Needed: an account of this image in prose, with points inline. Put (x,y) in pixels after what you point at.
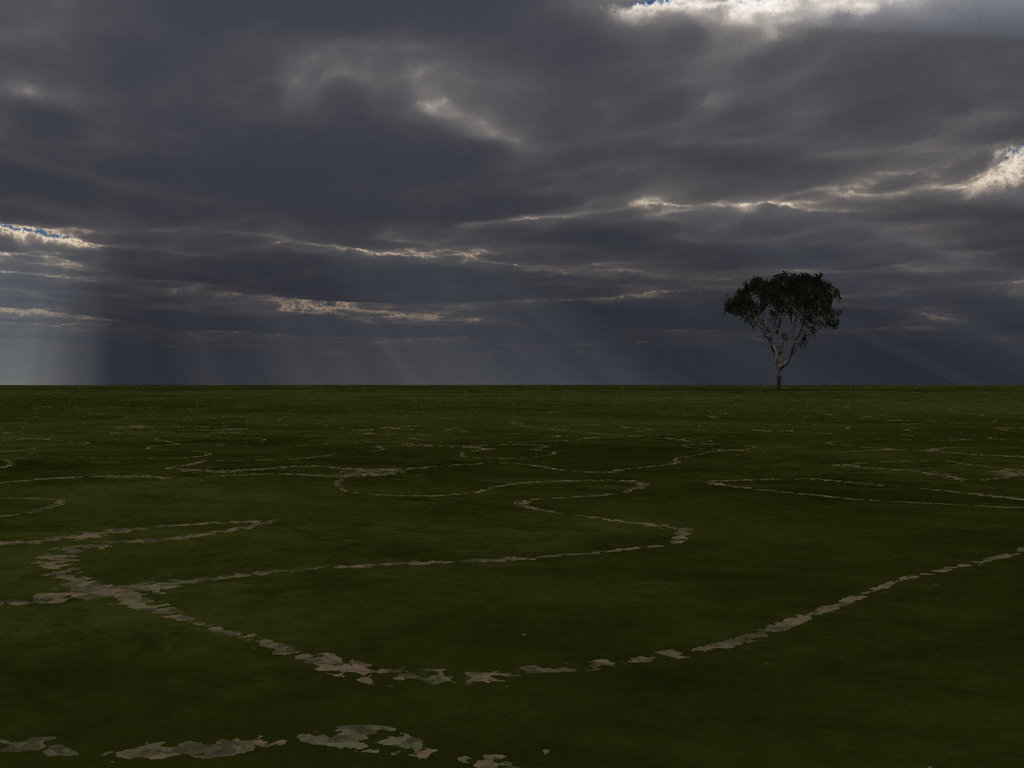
In this picture I can see a tree (751,328) and grass (474,569) on the ground (561,521) and I can see cloudy sky (615,216).
